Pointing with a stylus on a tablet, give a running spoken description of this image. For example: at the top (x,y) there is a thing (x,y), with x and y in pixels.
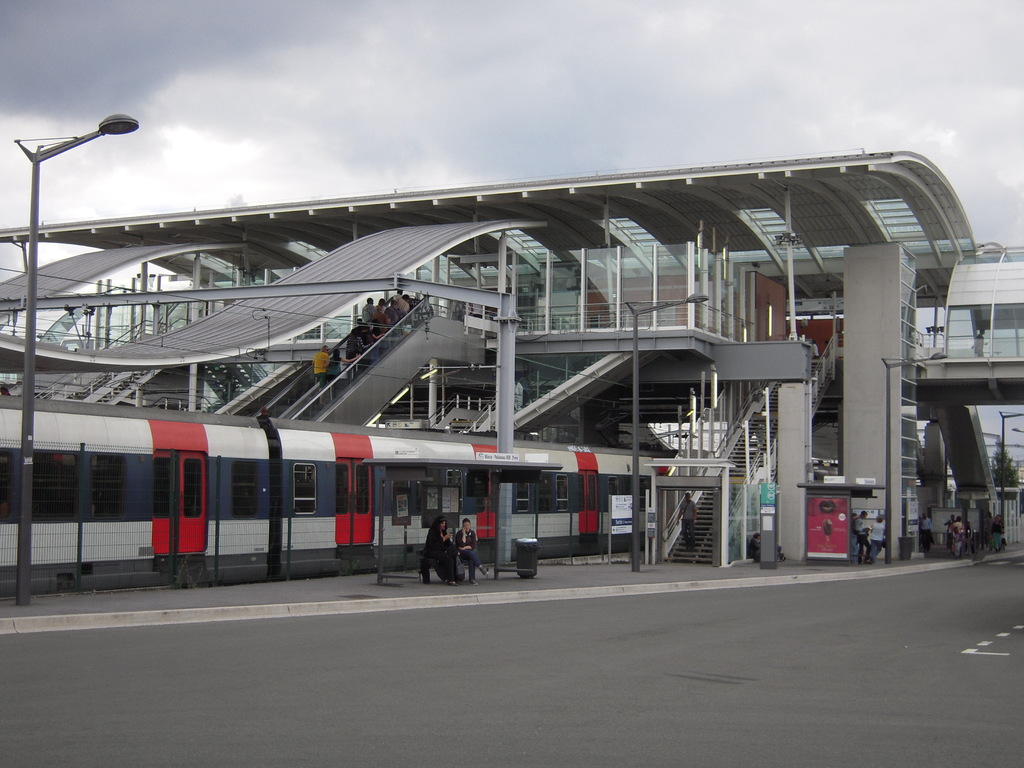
This image is taken in the railway station (749,170). In this image we can see the train (334,533). We can also see the light pole (636,555). We can also see the people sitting on the bench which is on the path (452,588). We can see the trash bins (902,540), stairs (679,540) and also the escalator (374,383) and railing (614,314). We can also see the people (374,323), tree (1014,470) and also the cloudy sky (413,100) at the top (785,104).
